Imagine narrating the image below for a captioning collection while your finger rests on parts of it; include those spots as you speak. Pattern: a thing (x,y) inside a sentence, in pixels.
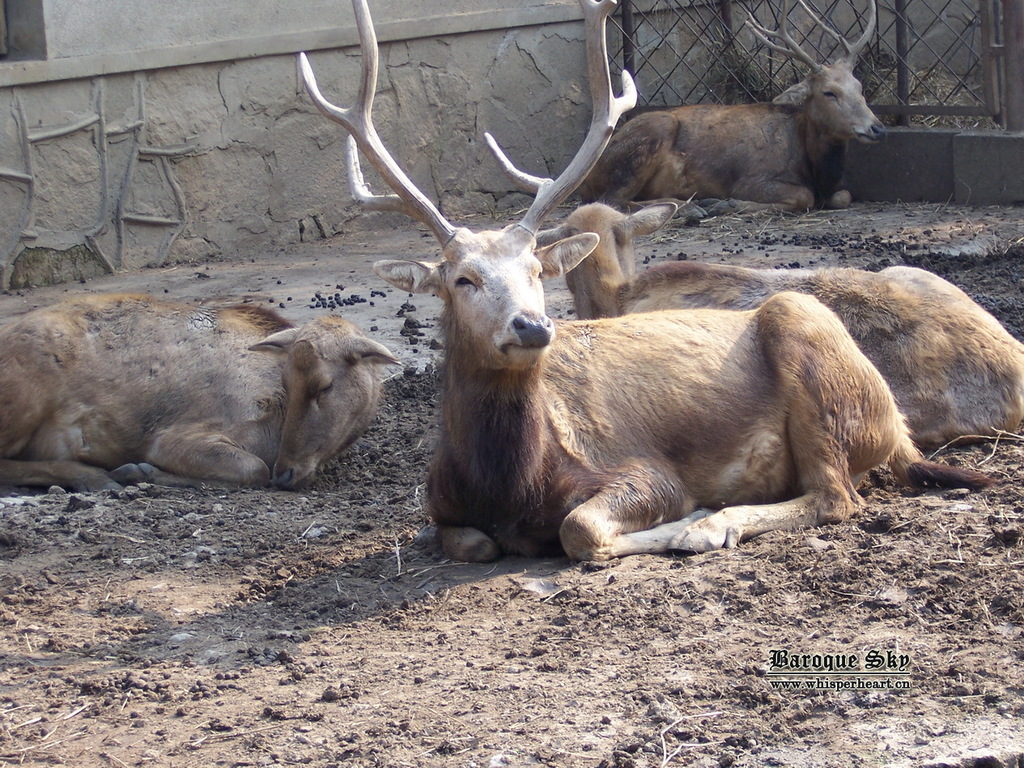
In this image I can see few deer (598,362) are sitting on the ground (264,510). In the background (881,165) I can see the wall (460,115), fencing (760,99) and on the bottom right side (891,649) I can see a watermark (795,658).
